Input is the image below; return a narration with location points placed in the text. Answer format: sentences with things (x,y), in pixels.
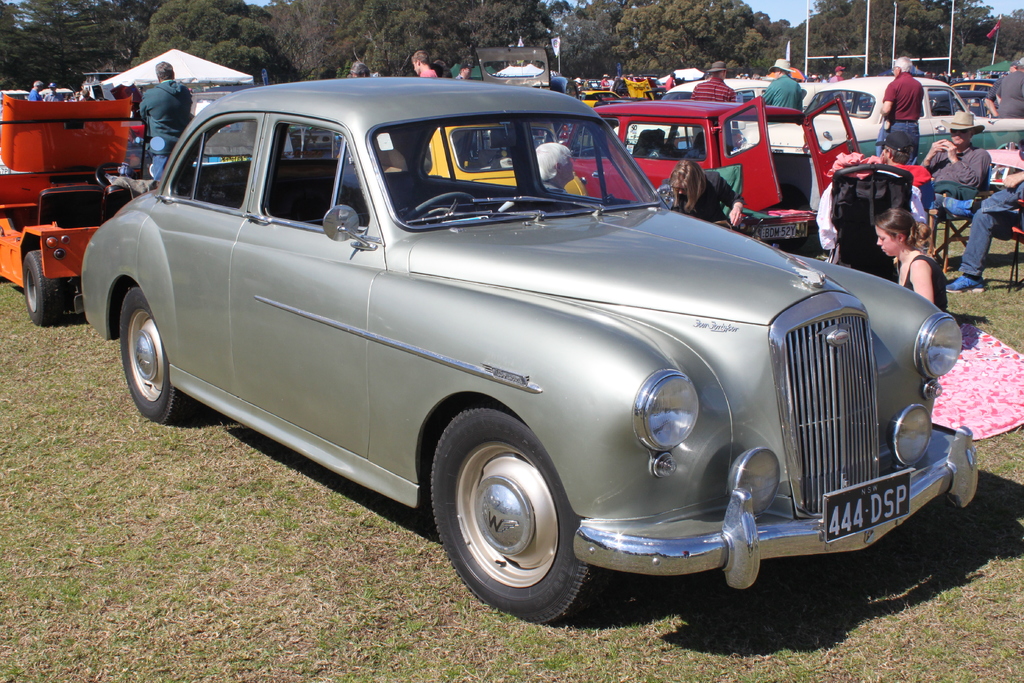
In this image there are cars (433,380) on the ground (343,588). Beside the cars (284,109) people (889,94) are standing. At the right side of the image (988,227) few people (1010,199) are sitting on the chairs (946,235). At the background (481,44) there are trees (588,39), flags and sky (798,17).
